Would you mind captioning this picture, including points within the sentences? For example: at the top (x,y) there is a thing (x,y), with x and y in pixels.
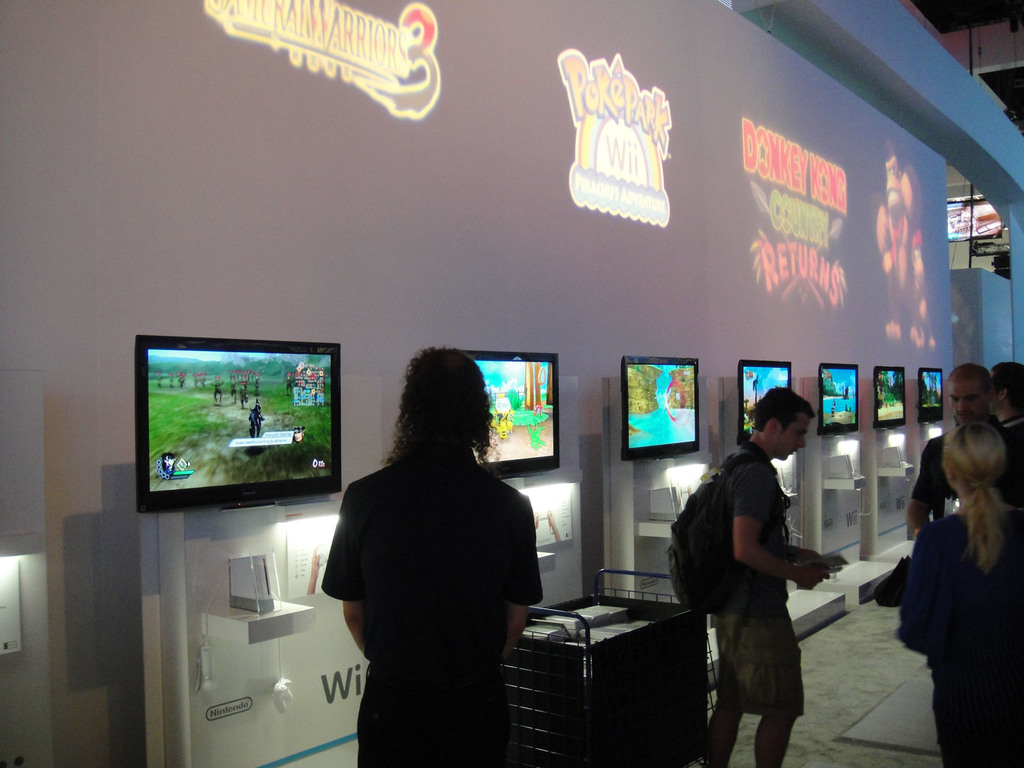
There are people (1004,375) in the foreground area of the image (415,442), there are televisions (267,400), it seems like posters (892,330) and other objects (624,602) in the background (662,581).
